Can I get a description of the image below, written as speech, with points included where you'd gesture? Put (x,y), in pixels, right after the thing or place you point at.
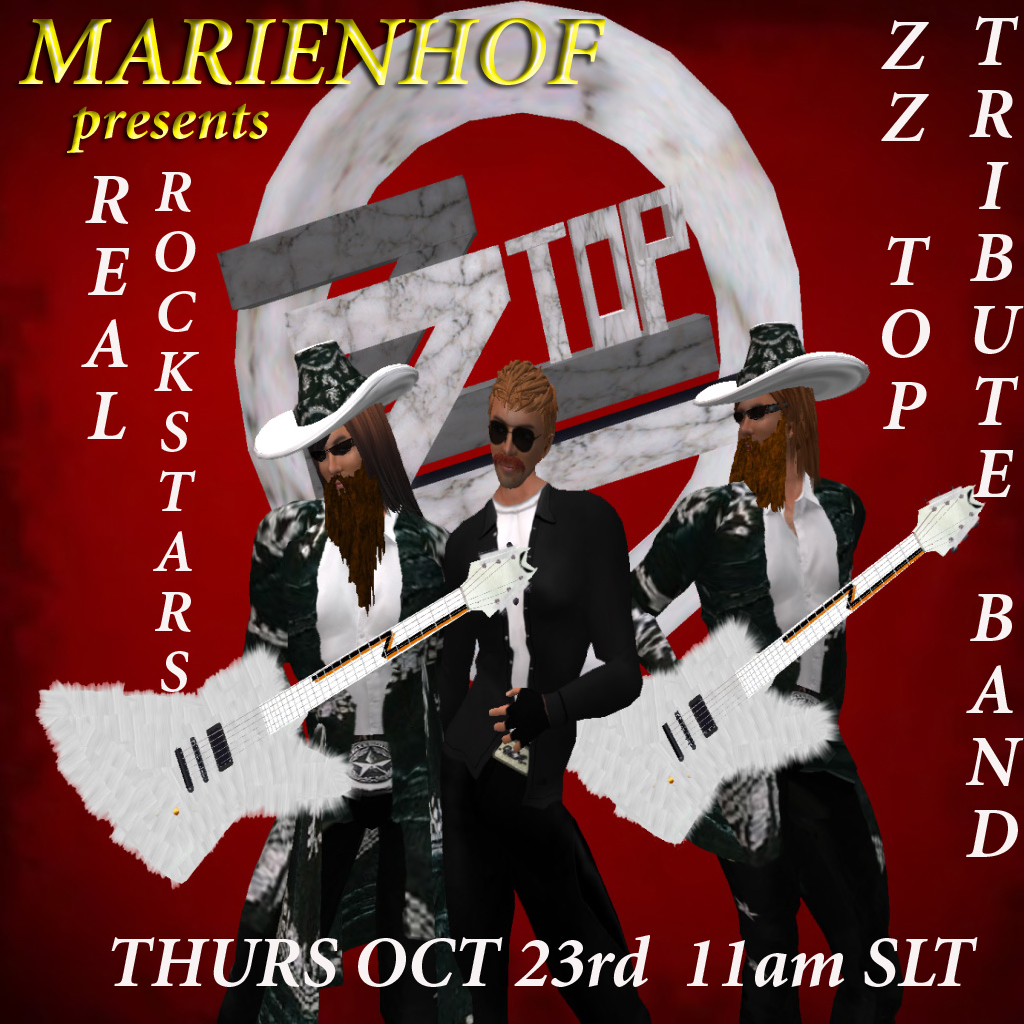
This image consists of a poster (165,359). On this poster (174,463), I can see some text (180,181) and animated images (578,682) of persons (487,530).
